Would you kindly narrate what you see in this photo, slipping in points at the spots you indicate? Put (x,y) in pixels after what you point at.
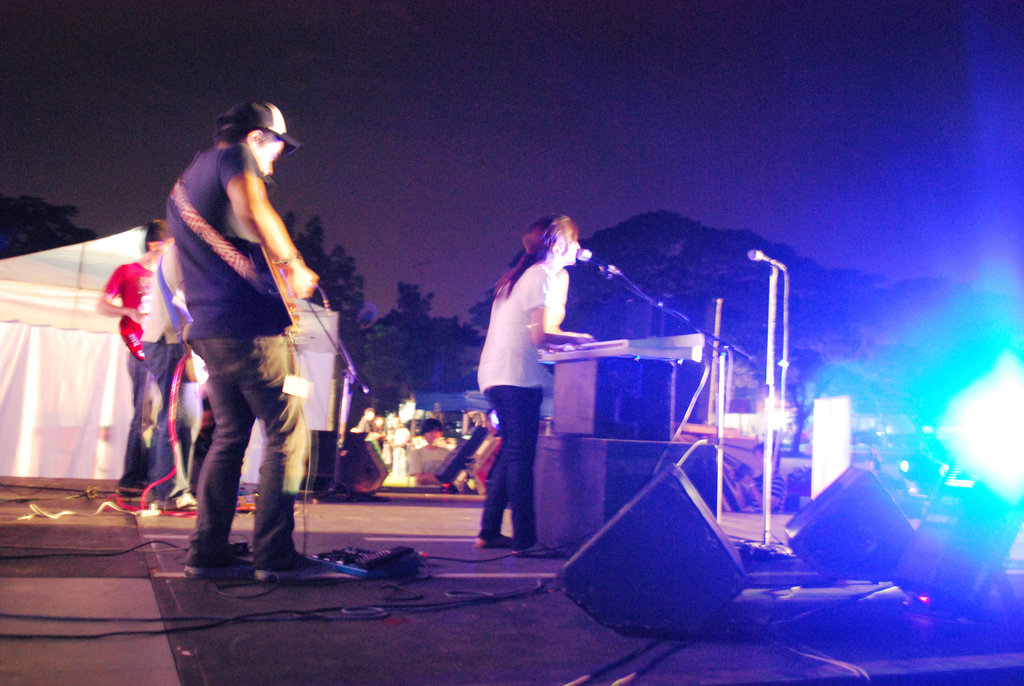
In this image, I can see four persons (238,350) standing. Among them two persons (303,398) are playing the musical instruments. There are mike's (590,254), speakers (679,479), wires (474,594) and few other objects (412,557). On the left side of the image (66,405), I can see a tent (75,400). In the background (400,344), there are trees (359,301) and the sky (463,158).
